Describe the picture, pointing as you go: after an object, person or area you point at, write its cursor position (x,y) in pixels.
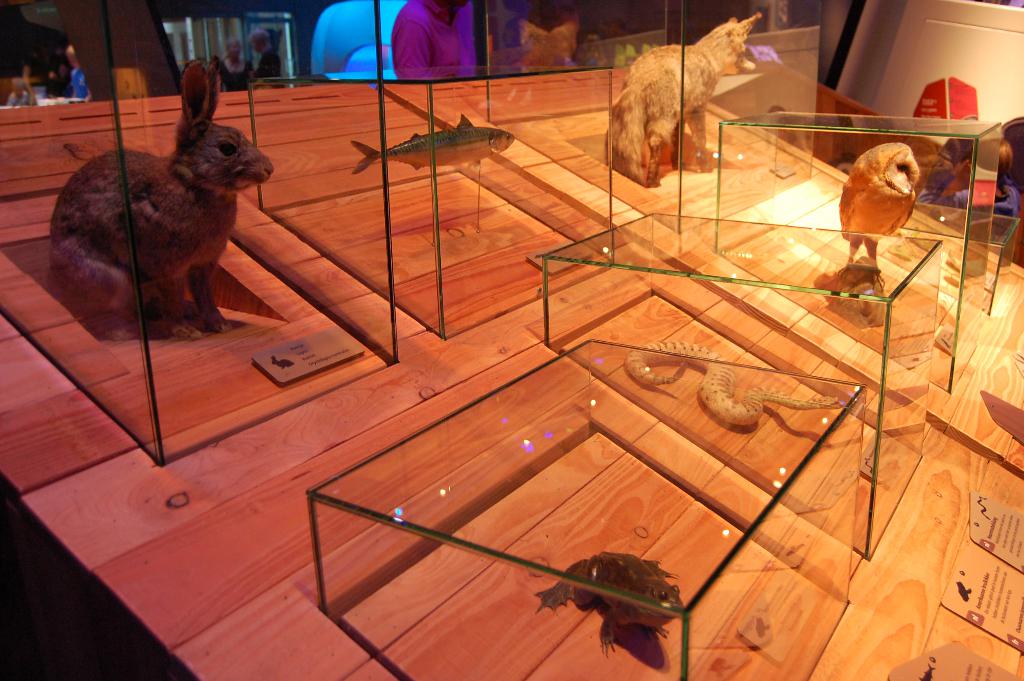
In this image I can see the wooden board (235,508) and on the board (202,535) I can see few glass boxes (563,511) with animals (651,346) in them.
